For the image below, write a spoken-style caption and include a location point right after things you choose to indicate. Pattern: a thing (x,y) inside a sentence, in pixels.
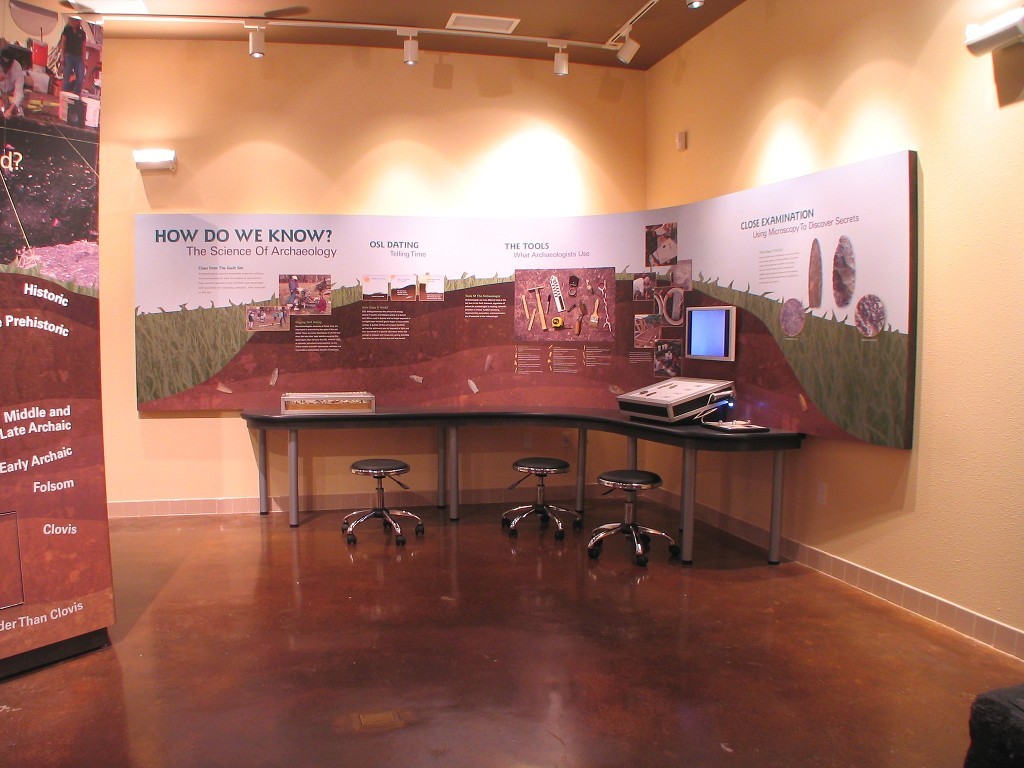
The picture is taken in a room (157,420). In the center of the picture (416,354) there are chairs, desk (388,420), hoarding (545,283) and desktop (695,351). On the left (56,290) there is a hoarding (66,114). At the top (131,18) there are lights (624,45) to the ceiling (571,38). The wall (595,96) is painted in cream color. This is a concrete floor (473,665).
